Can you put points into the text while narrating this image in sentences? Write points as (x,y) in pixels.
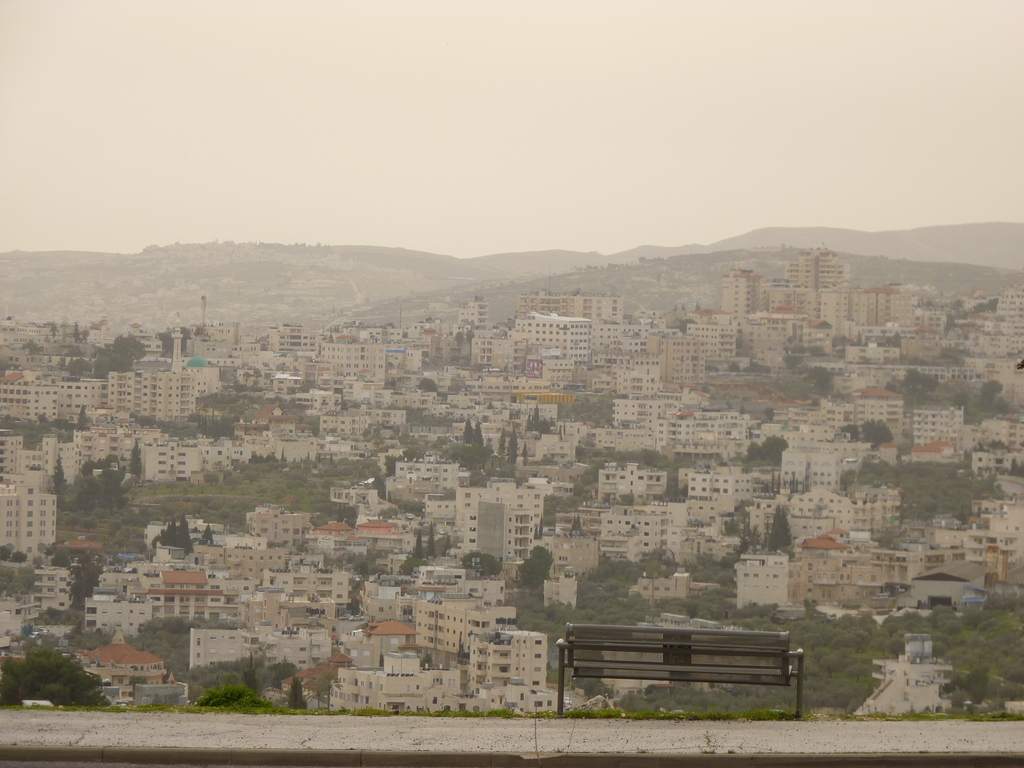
In this image, we can see a bench (681,644) on the ground (669,712) and in the background (541,368), there are buildings (655,427), trees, poles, hills (198,298) and some vehicles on the road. At the top (318,128), there is sky (249,100).
